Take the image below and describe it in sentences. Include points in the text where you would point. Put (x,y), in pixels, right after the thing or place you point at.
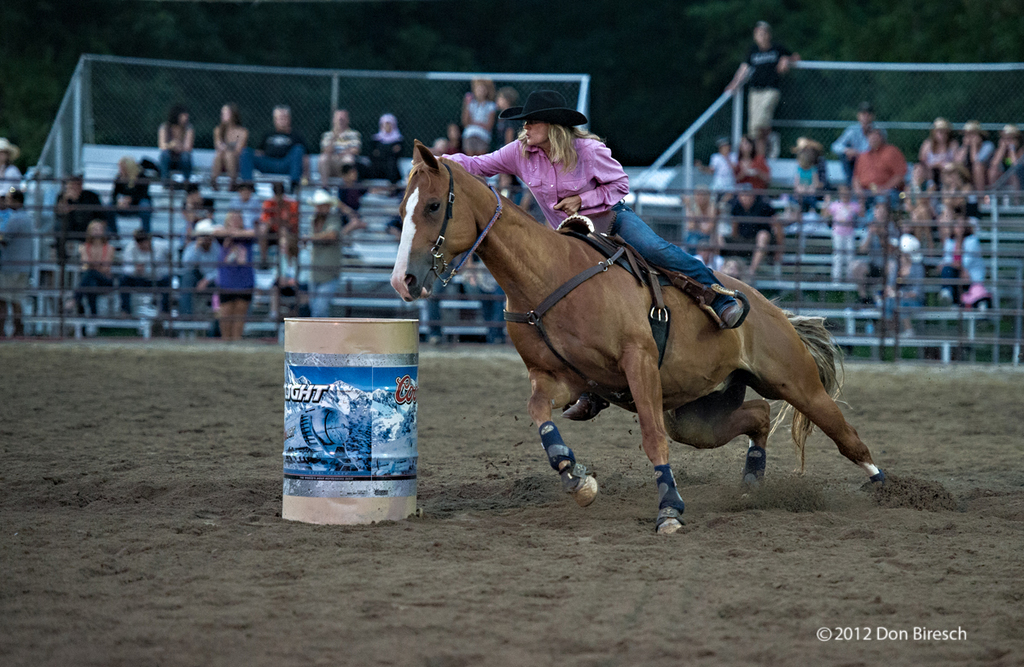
In this image I can see a woman (569,147) wearing a pink color t-shirt (593,154), riding on horse (629,282) on the ground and I can see a container (304,403) visible in front of the horse (484,224) and I can see there are few audience (801,164) visible performance of the woman (587,194) in the middle (682,223).
